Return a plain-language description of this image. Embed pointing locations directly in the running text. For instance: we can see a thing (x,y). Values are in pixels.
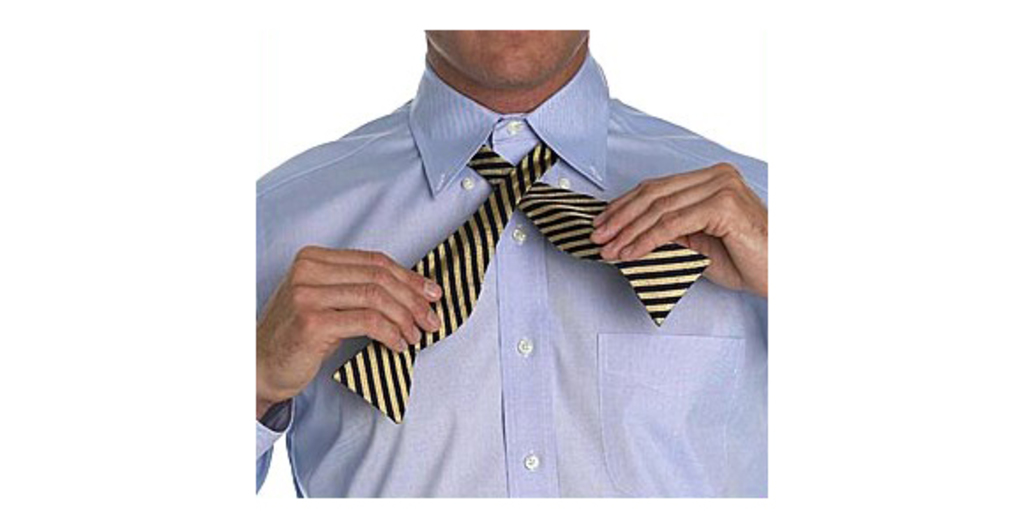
In this picture we can see a person (406,192) wearing a shirt (504,153). This person (314,296) is holding a tie (473,251) with his hands (387,276).
